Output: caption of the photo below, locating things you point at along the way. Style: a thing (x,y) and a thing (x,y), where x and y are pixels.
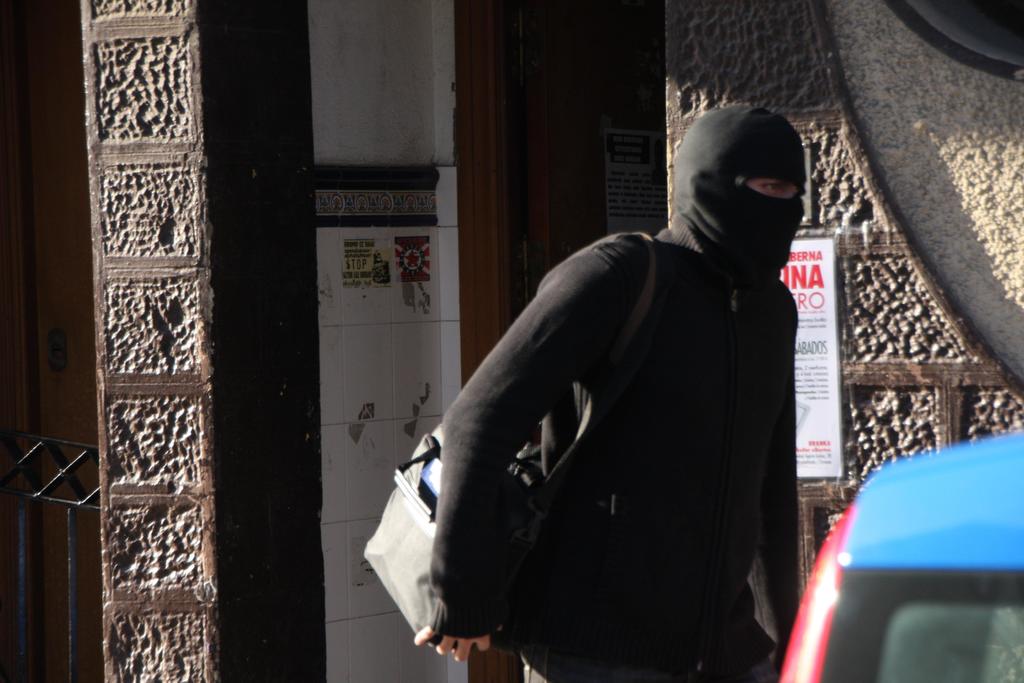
In this picture I can observe a man (688,357) walking on the road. He is wearing black color dress (660,343). I can observe a bag (420,512) on his shoulder (637,254). In the background (427,221) there is a wall (968,87).
